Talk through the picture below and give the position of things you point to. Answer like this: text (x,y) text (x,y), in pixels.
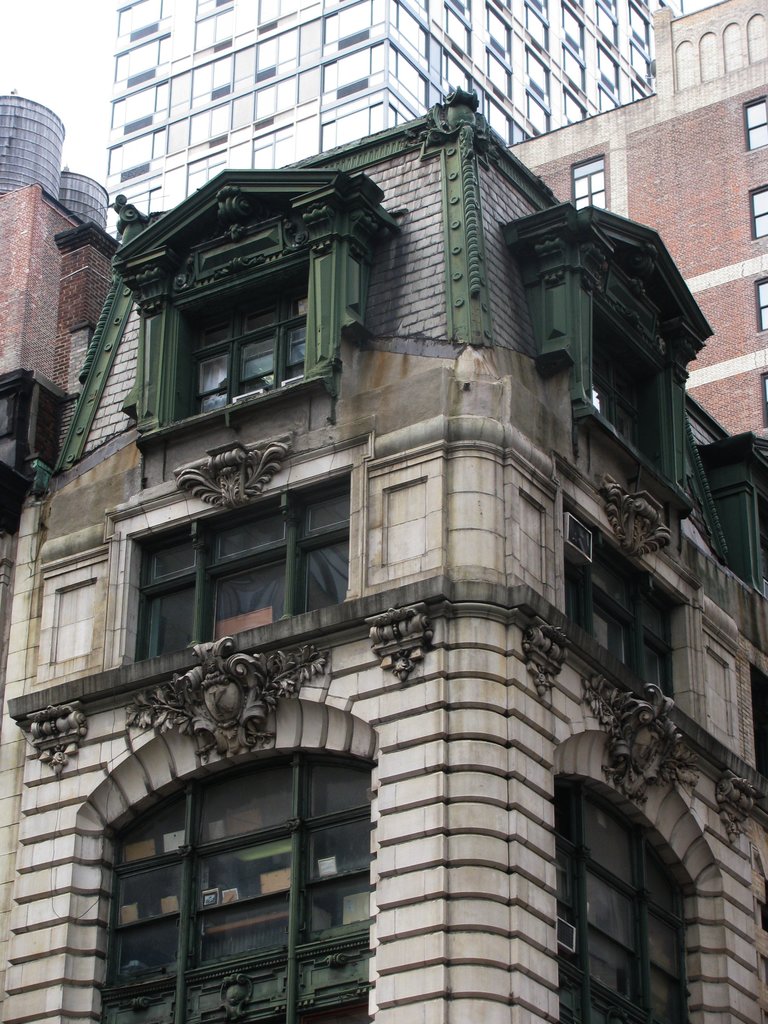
In this image there is a building (429,723) in the middle of this image (266,617) and there are some other buildings (648,170) in the background (408,97).
